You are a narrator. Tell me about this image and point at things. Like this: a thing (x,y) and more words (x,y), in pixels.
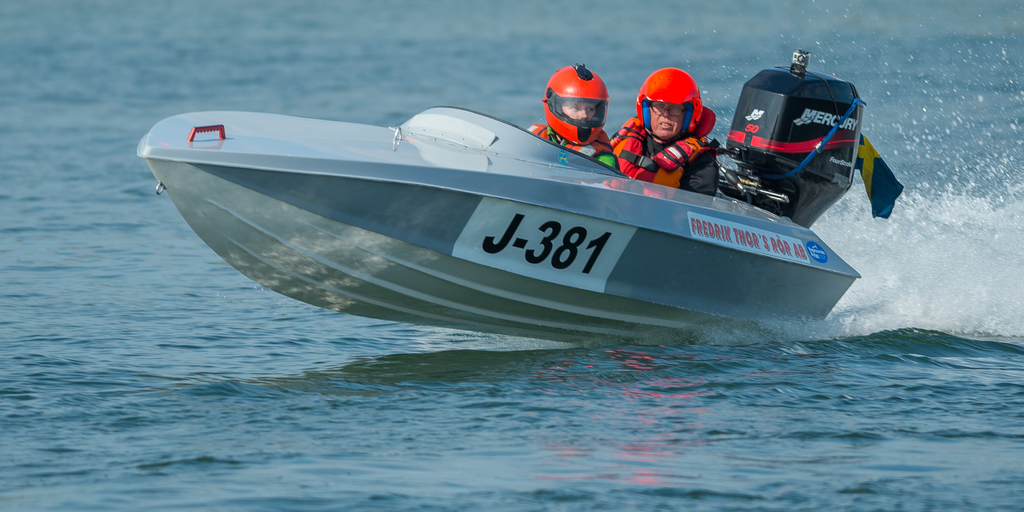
In this image we can see there are two people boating on the water (357,365).
